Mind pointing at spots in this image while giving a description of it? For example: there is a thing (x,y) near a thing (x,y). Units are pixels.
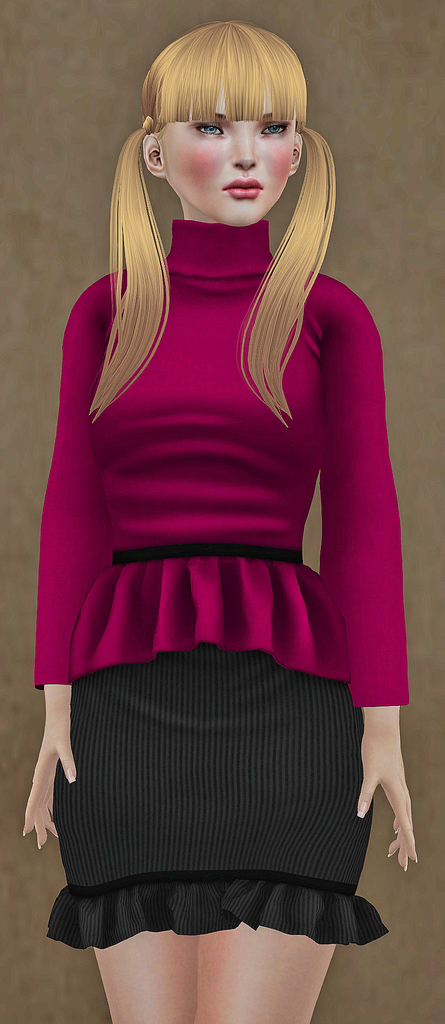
In this picture we can see the depiction of a woman (232,77) wearing pink long sleeve length top (297,515) and a black skirt (148,747).
